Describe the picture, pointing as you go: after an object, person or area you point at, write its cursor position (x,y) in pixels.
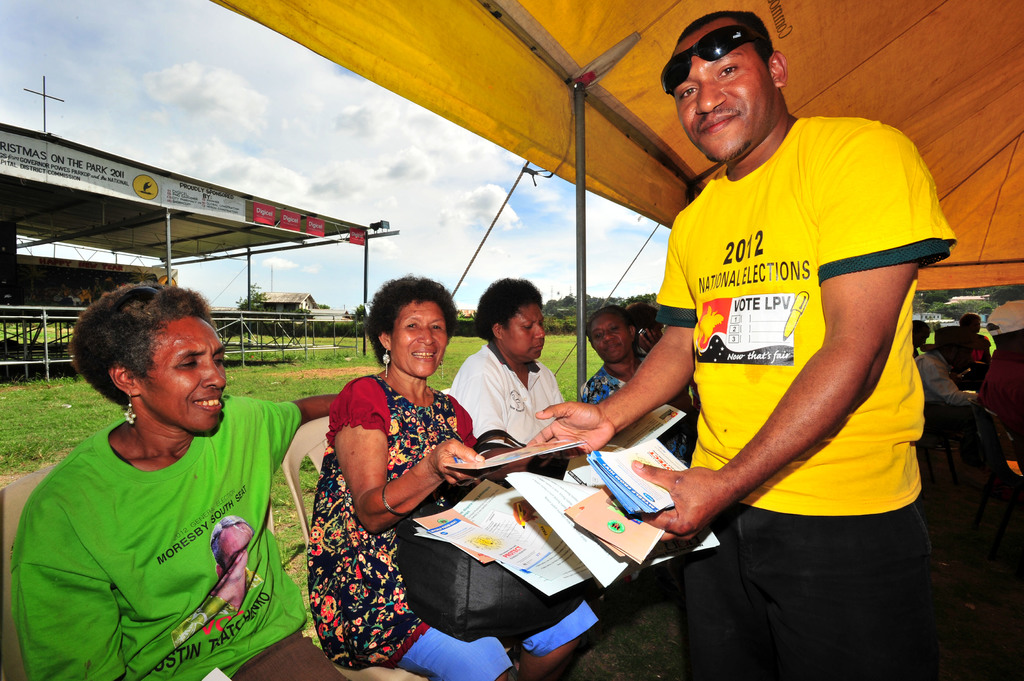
In this image we can see a person (756,355) is standing, he is holding some papers (605,508) in his hand (646,515) and he is wearing yellow color t-shirt (822,244) and black pant (813,587). Beside him so many people (970,372) are sitting on chairs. These people (377,468) are sitting under yellow color shelter (557,66). Background of the image (140,181) one more shelter (36,294) is present and sky (288,143) is full of clouds (219,132).
